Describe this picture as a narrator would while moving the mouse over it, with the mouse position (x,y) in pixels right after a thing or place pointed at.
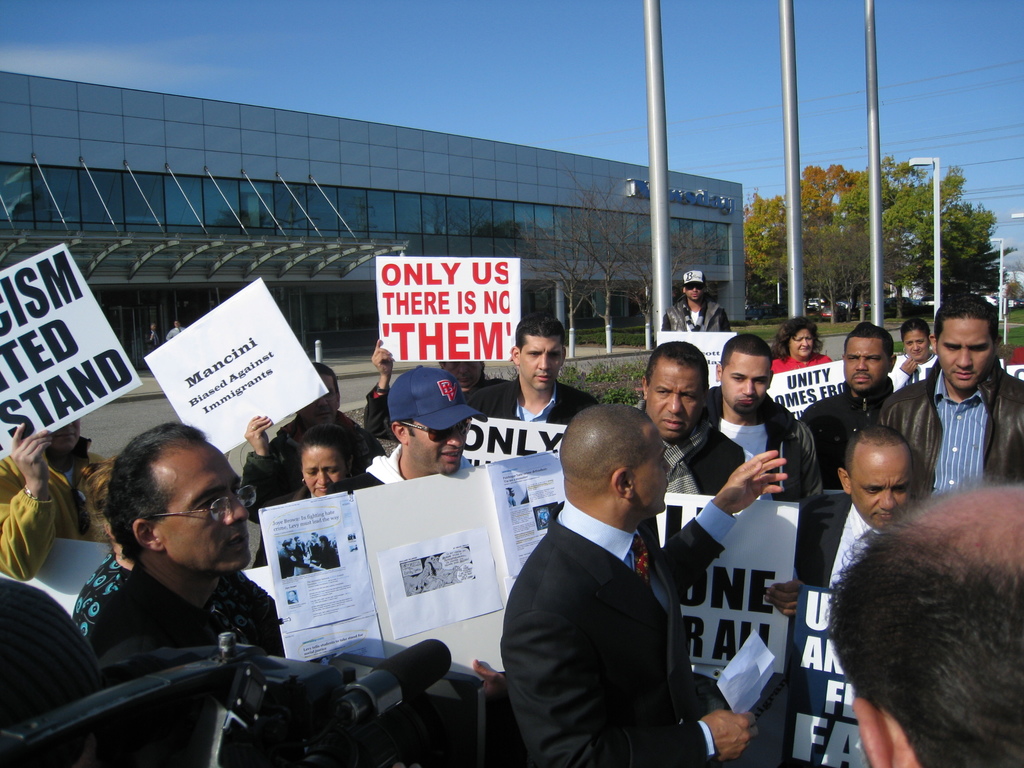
In this image there are some persons (562,581) standing and holding some written boards (238,371) in their hands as we can see at bottom of this image (714,634). There are some trees (748,294) at right side of this image (847,222) and there are some poles (664,272) at right side of this image (796,306). There is a building (164,235) at left side of this image (261,265) and there is a sky (458,59) at top of this image (566,39) and there are some cameras (228,725) at bottom left corner of this image (226,691).
